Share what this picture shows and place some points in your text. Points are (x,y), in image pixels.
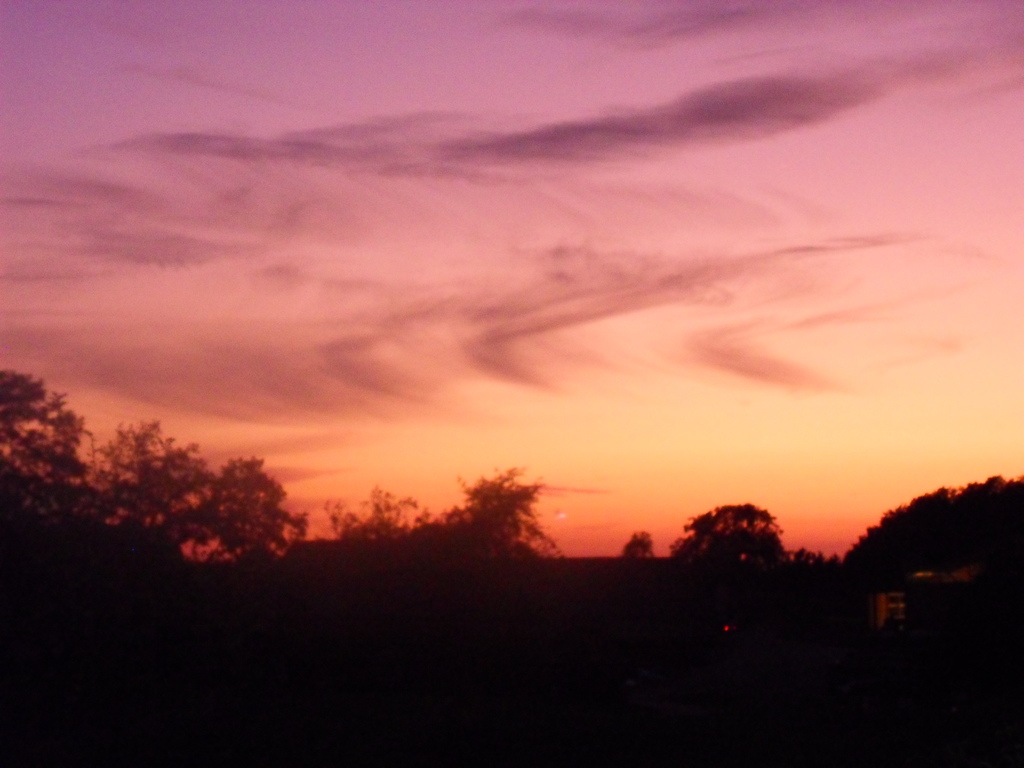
In the picture we can see the plants (256,581), trees (967,524) and behind it, we can see the sky (578,356) with clouds (784,99).
